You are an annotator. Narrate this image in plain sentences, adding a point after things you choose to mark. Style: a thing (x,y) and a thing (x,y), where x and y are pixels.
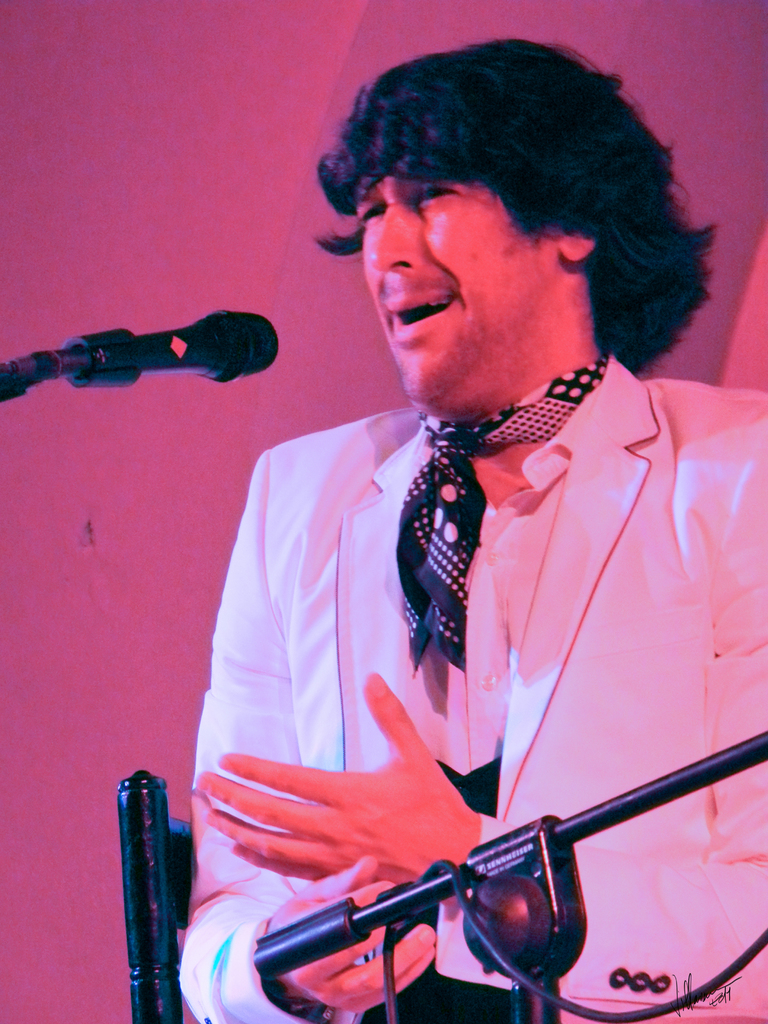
In this image in the foreground (617,309) we can see a person (424,239), on the left side (249,369) we can see a mike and at the bottom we can see some iron rods (606,823).
